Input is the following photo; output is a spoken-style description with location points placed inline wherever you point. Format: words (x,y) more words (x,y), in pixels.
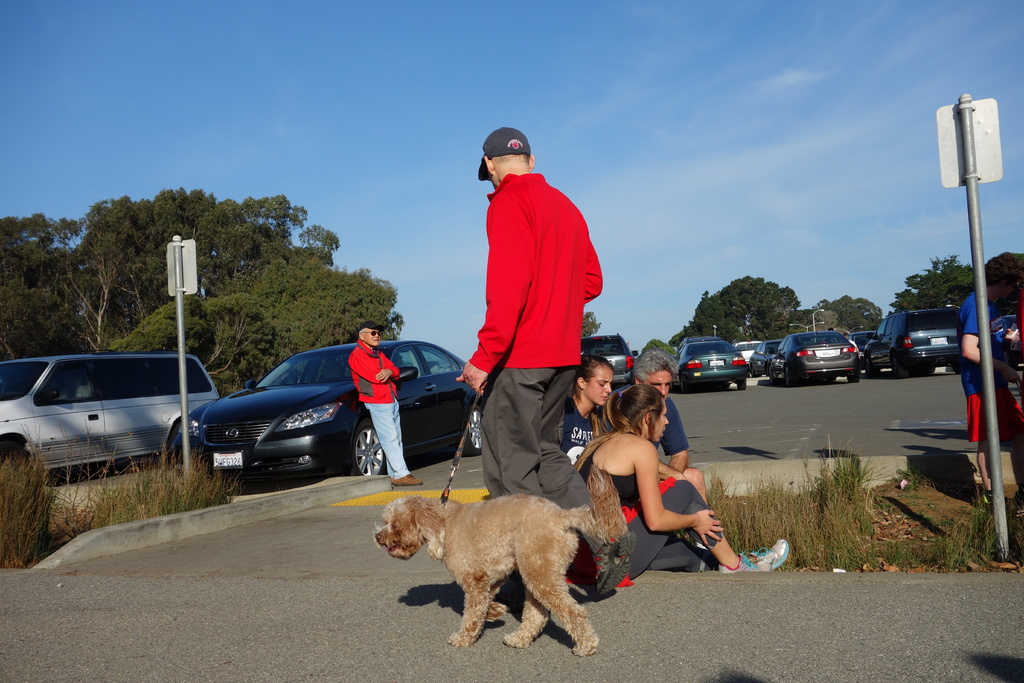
There is a person (544,282) in red t shirt (545,259) wearing a cap (510,137) and holding a dog (491,539) and walking. Two ladies (610,429) and one guy (661,366) is sitting on the sidewalk (667,590). There are some grass (804,507). There are many cars (216,395) parked over there. There is a sign board (191,279). One person (385,380) is standing near the car (324,429). In the background (325,270) there are trees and sky (634,91).
